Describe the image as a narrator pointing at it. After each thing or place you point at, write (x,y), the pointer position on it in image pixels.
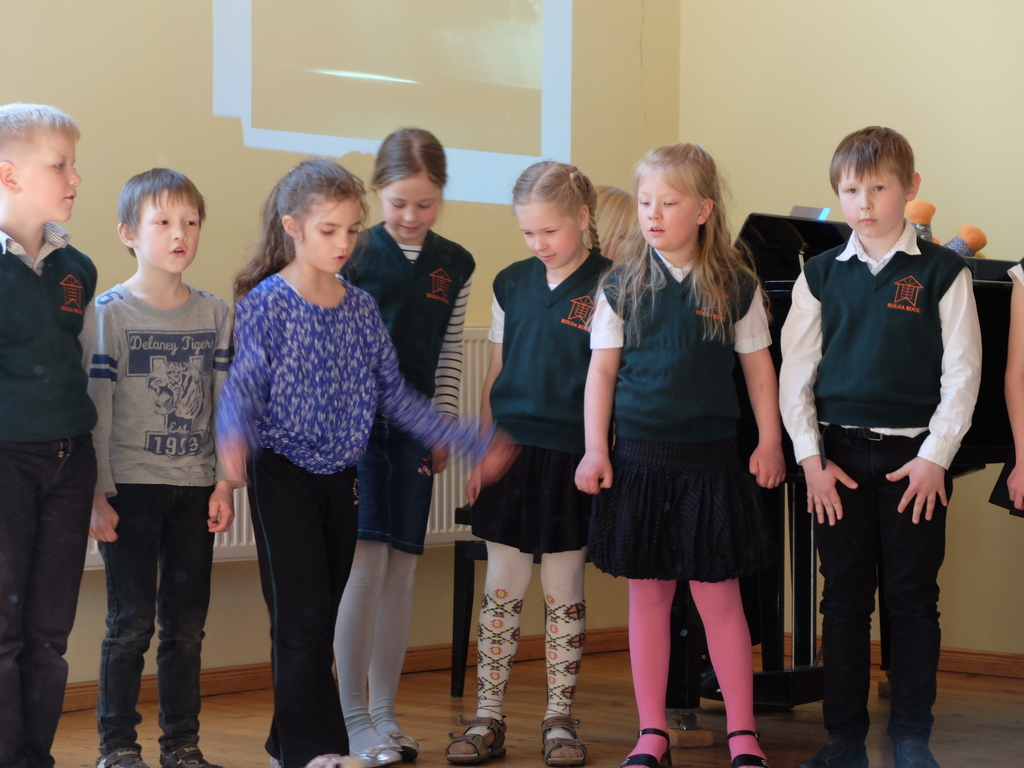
In this picture we can see a group of kids (91,465) standing on the wooden floor (510,696). Behind the kids (364,391), there are some objects (487,353) and a wall (629,83).
